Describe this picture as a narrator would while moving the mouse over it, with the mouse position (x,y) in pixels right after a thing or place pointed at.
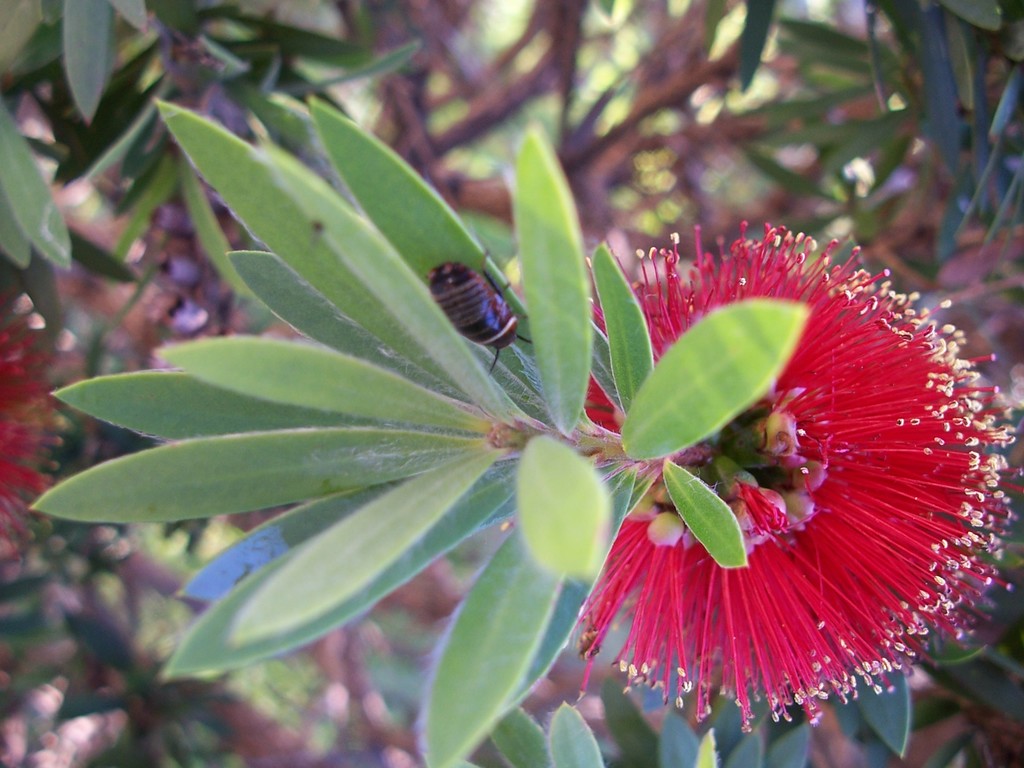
In this image I can see green colour leaves (21,67), a red colour flower (730,302) and a black colour insect (511,332) over here.
